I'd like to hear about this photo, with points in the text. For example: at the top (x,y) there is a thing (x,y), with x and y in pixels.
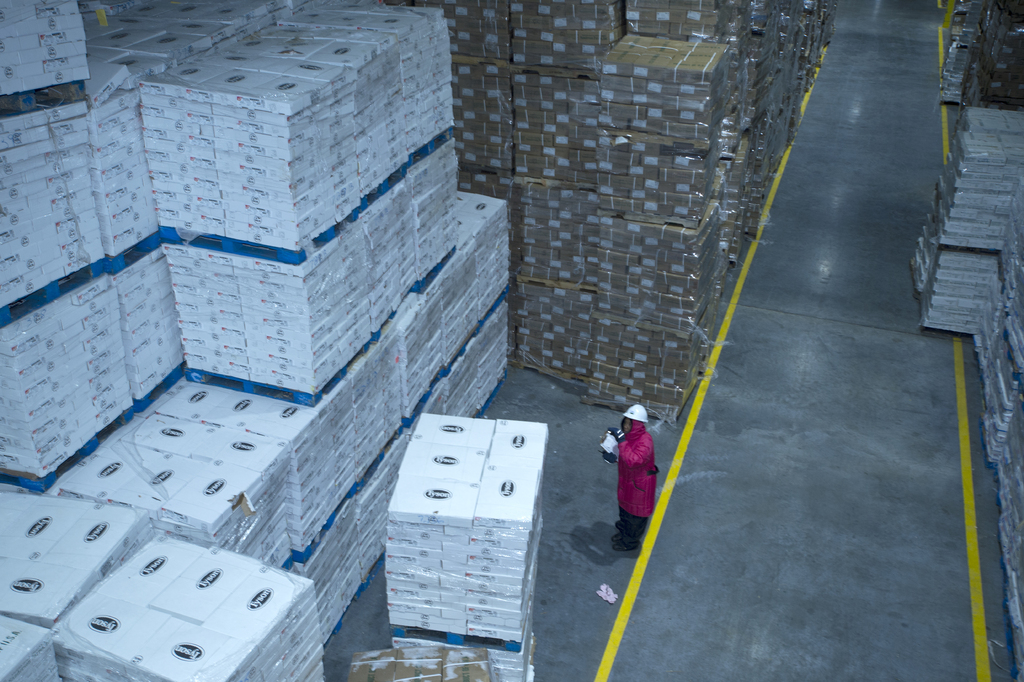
In the image we can see a person (636,499) standing, wearing clothes (627,505), shoes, gloves (610,431), helmet (640,416) and the person (632,451) is holding an object (611,450) in hand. There are many boxes (327,162) kept one upon the other, the boxes (274,549) are white, blue and pale brown in colors. Here we can see a floor (776,538), on the floor (632,566) there are yellow lines (690,413).
